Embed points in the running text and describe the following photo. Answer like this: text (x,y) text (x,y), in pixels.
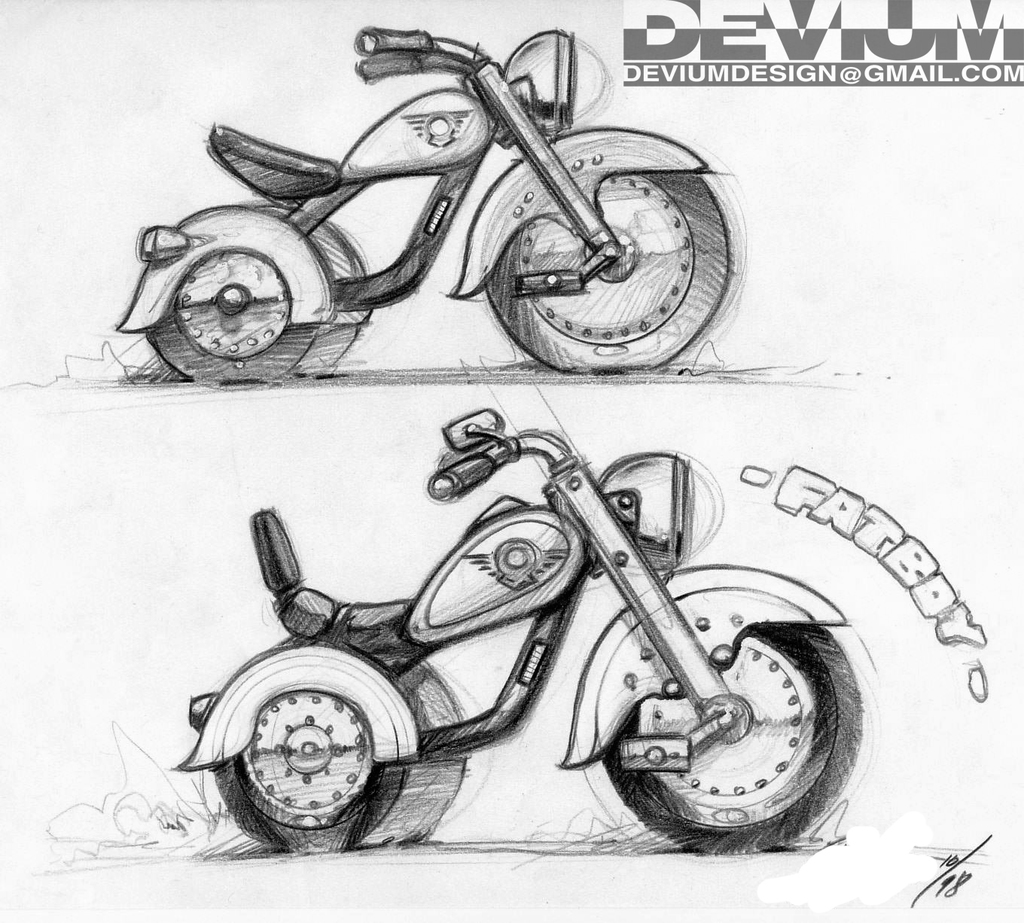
This is a pencil drawing of 2 motorcycles (370,748).
